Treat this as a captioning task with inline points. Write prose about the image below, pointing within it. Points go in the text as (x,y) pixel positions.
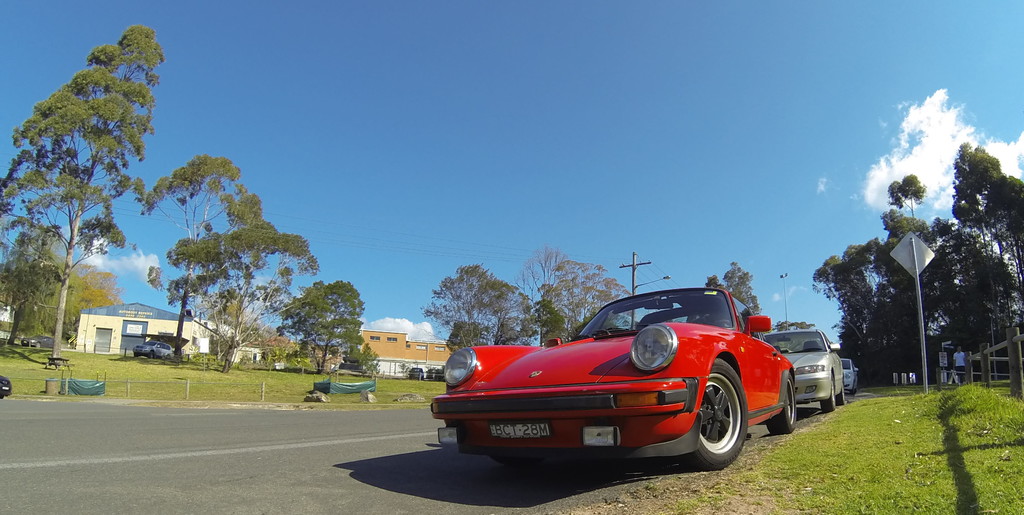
In this image I can see a road (456,452), vehicles (456,438), poles (924,345), lights (640,285), cables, buildings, trees (885,284), grass (222,376) and in the background (545,105) there is sky (545,105). Also there are some objects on the ground (1,507).
